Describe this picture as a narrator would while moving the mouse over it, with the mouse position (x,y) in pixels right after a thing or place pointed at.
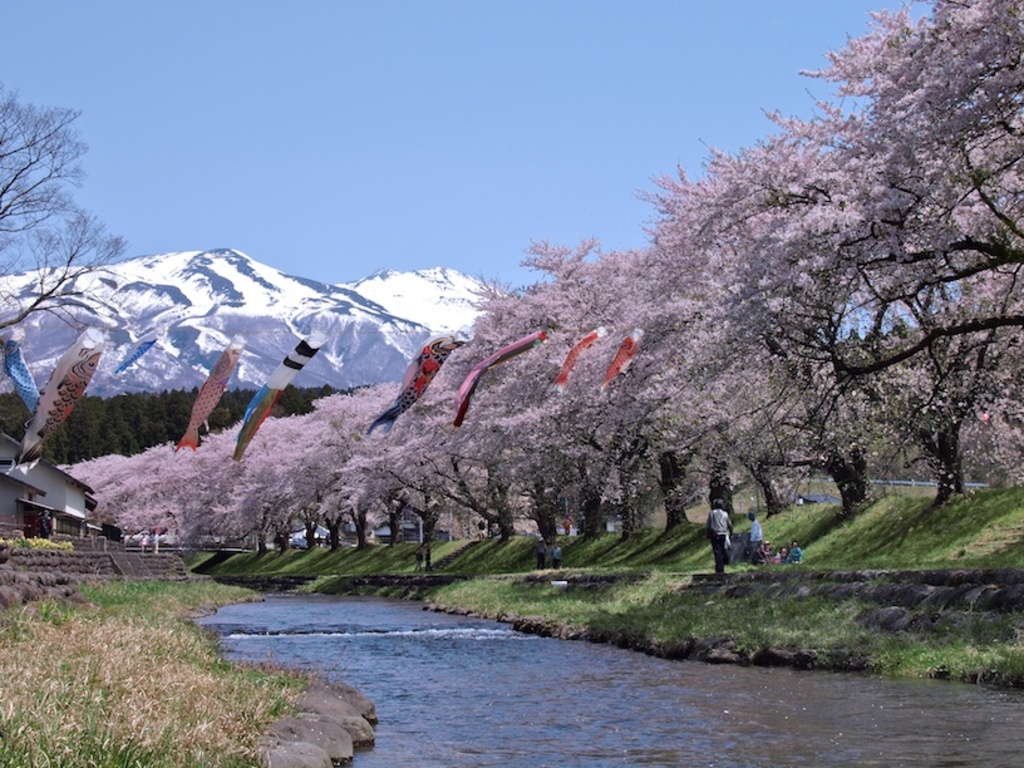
In this image at the bottom (449,639) there is a river (437,634), and on the right side (879,538) and left side (124,609) there is some grass (600,559) trees (758,378) and some persons (764,546). On the left side (47,476) there are some houses (34,529) and in the center (562,373) there are some clothes (265,404) which are flying, and in the background (304,312) there are some mountains (442,303). On the top of the image (358,147) there is sky (335,146).
